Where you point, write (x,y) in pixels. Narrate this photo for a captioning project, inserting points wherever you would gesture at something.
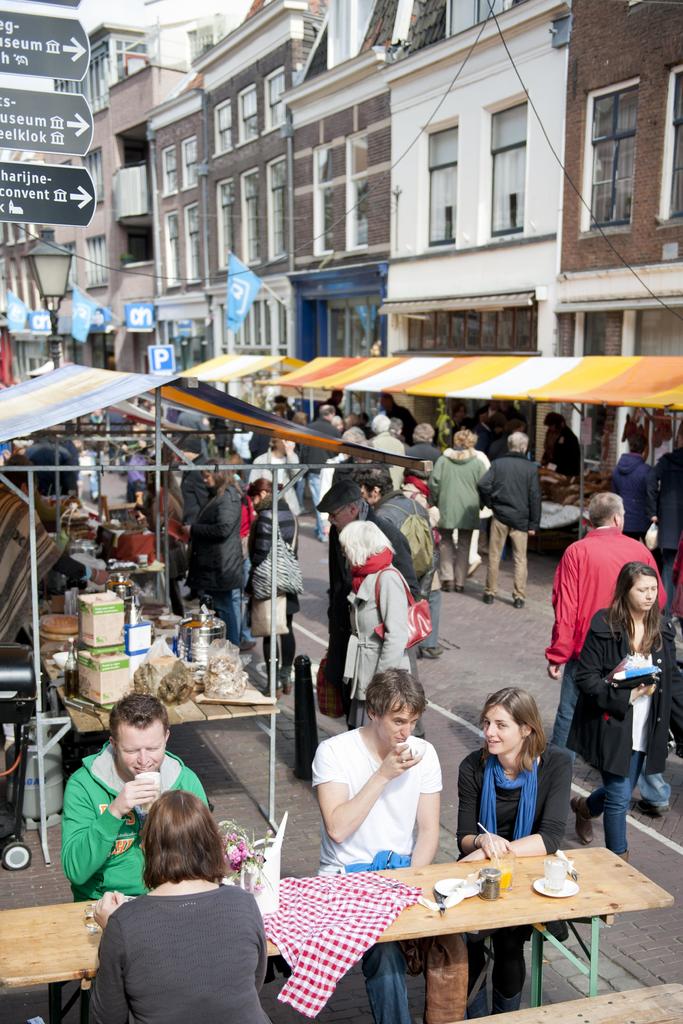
This picture shows few buildings (677,60) and Few stores (421,389) on the sidewalk (416,1018) Few people (334,425) standing and few people (506,702) seated on the chairs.
